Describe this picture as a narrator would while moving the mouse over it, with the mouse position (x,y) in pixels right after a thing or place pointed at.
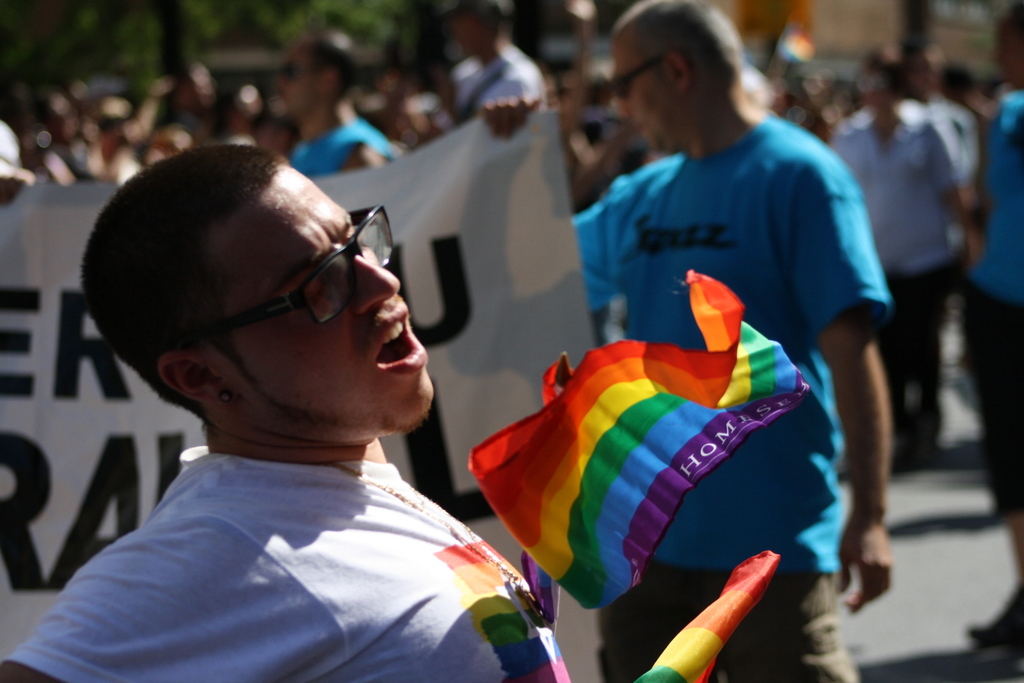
In this image, we can see a person (334,570) is wearing glasses (321,300) and opens his mouth (394,351). Here we can see flags (650,495). Background (938,366) there is a blur view. Here we can see a group of people (985,298) on the road (908,572). Here a person (645,263) is holding a banner (479,244).
